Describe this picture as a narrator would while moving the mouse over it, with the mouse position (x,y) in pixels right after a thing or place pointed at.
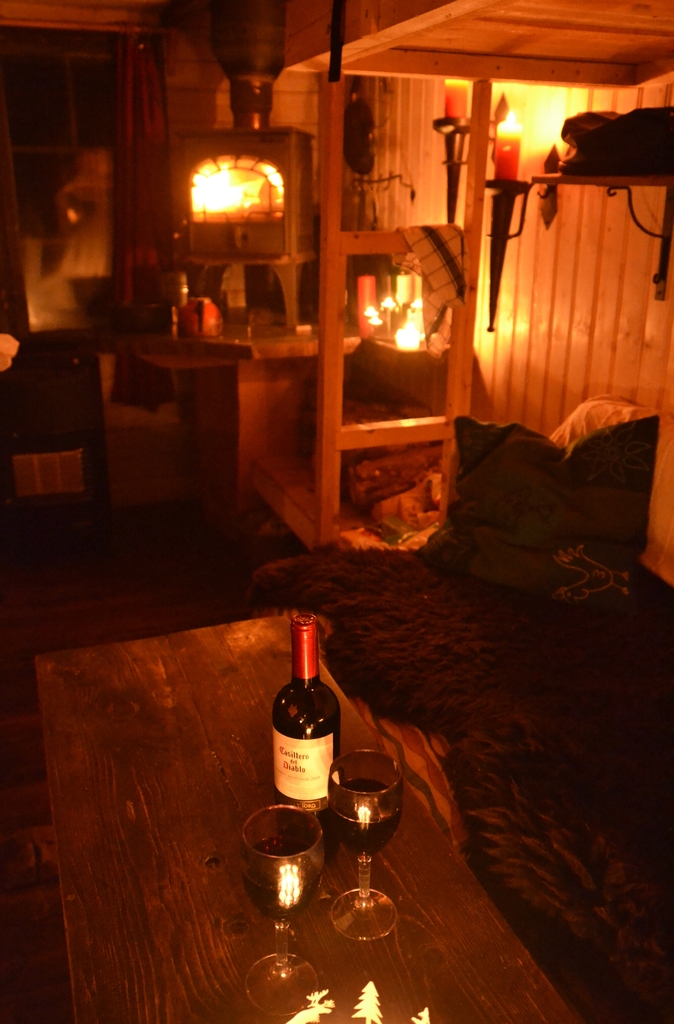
Inside picture of a room (372,579). Front there is a table (399,874). Above the table (413,920) there is a bottle (293,751) and glasses (278,836). Beside this table (411,848) there is a bed (566,733) with pillow (602,508). Light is attached with the wall (540,147). Cloth (425,292) is on the ladder (461,306).
